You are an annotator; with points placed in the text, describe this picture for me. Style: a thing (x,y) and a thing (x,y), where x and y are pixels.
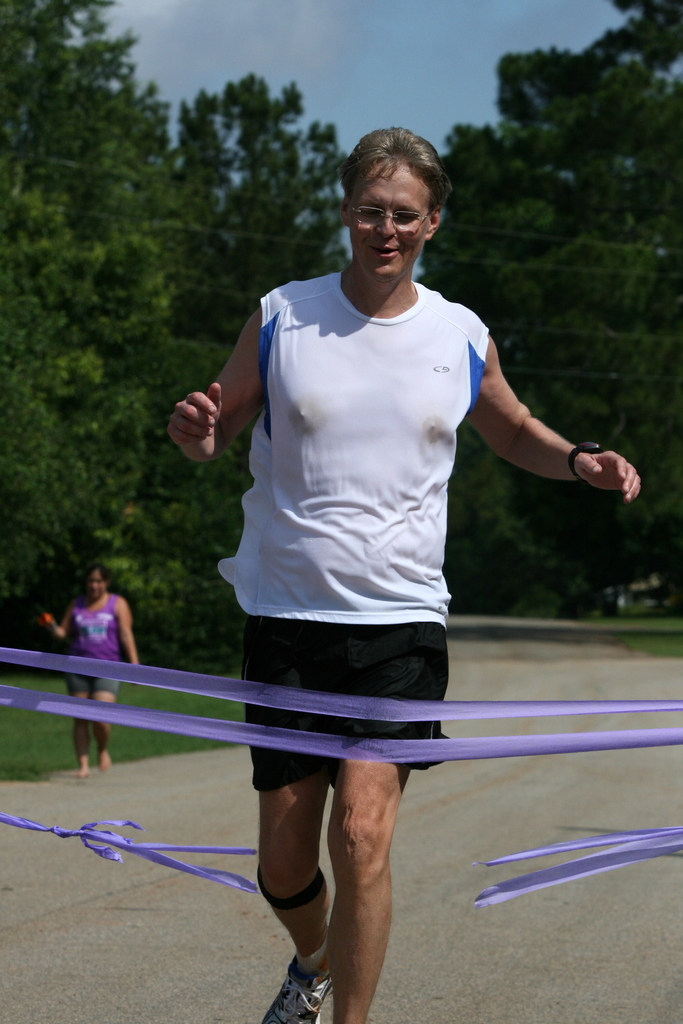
In this picture we can see a man (391,519), in front of him we can see ribbons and in the background (614,380) we can see a person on the ground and we can see trees (601,380), sky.
